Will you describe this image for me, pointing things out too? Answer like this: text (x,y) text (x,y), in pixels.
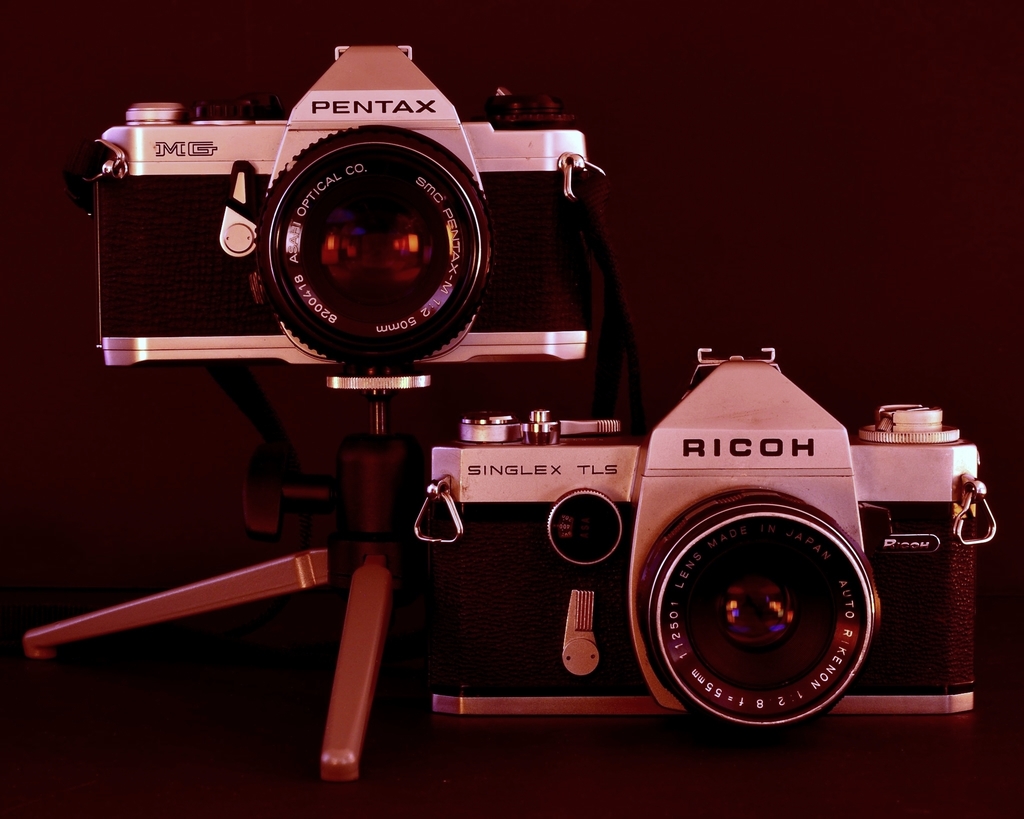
There is a camera (673,607) and another camera (347,323) with stand (248,498) on a surface (678,779). On the cameras (362,362) something is written.
